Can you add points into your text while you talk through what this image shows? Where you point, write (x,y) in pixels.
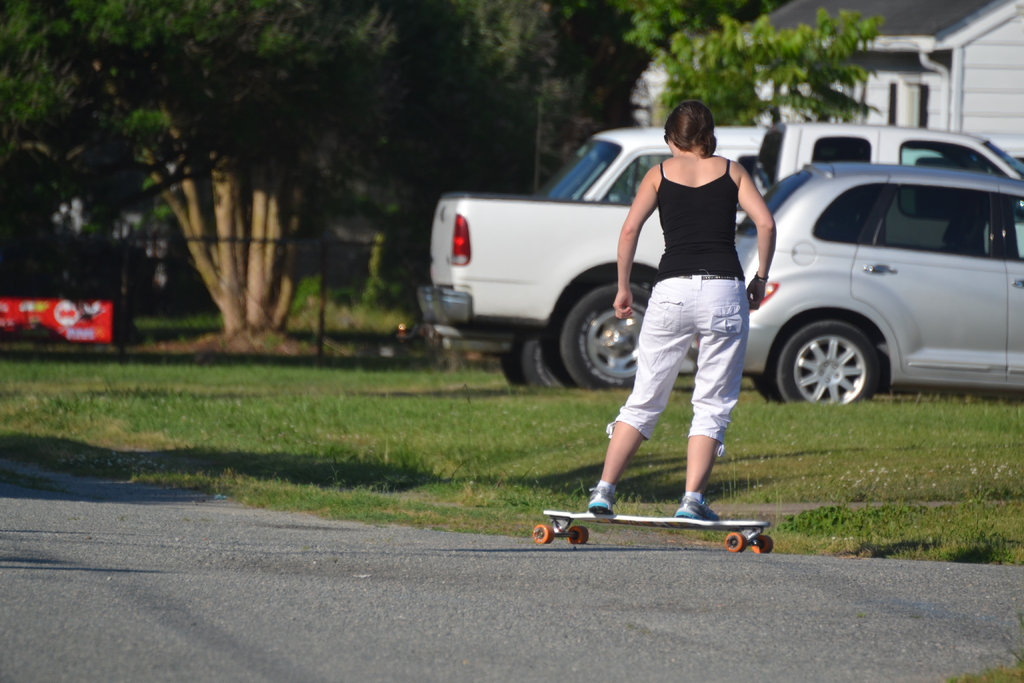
In this image we can see there is a girl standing on the skateboard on road (421,608), behind her there are cars (486,293) parked in front of the building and there are some trees (319,88).
